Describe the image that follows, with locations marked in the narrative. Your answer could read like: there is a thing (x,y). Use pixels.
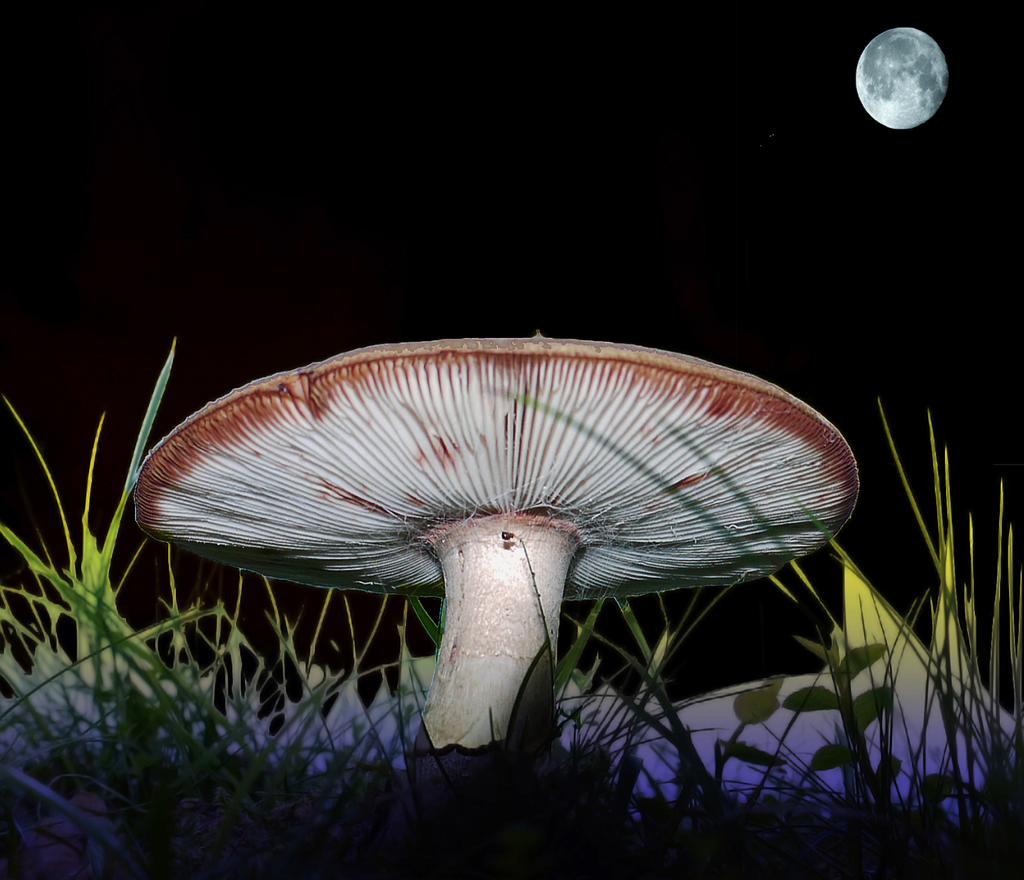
It is a mushroom (486,615), this is the grass (565,661), on right side (900,113) there is a moon (915,114).
